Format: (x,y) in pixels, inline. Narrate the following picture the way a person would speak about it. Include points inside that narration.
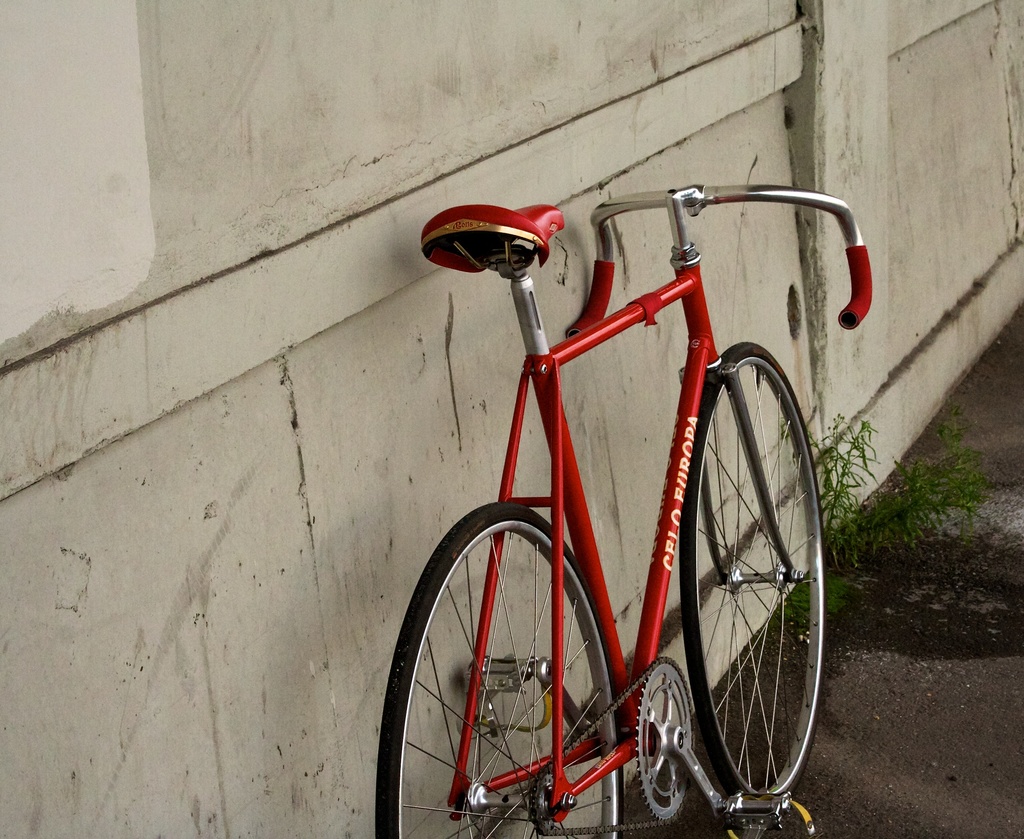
In this image there is a bicycle (690,655) on the land (852,585) having plants (850,513). Background (764,555) there is a wall (514,202).
